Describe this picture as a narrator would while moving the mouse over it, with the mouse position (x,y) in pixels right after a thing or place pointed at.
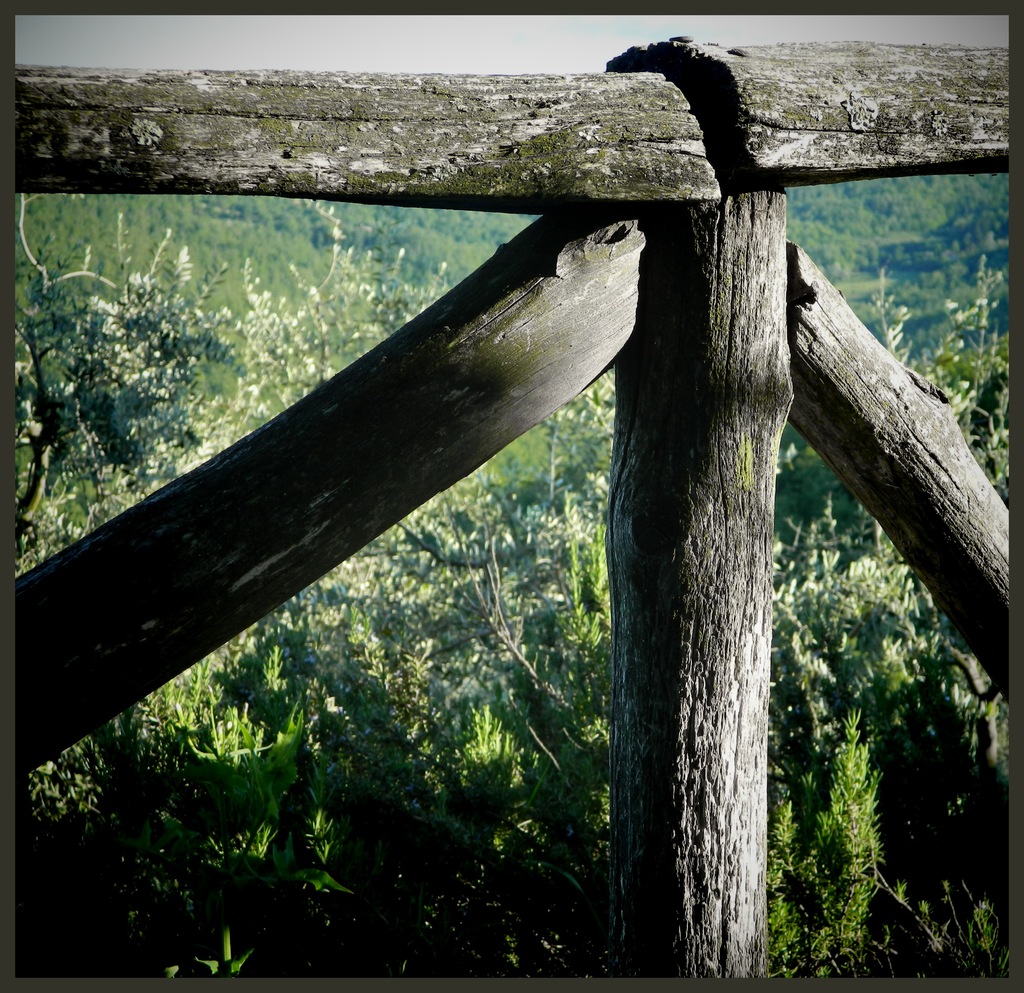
We can observe wooden railing (524,385) in this picture. In the background (447,692) there are plants (464,642), trees (303,265) and a sky (333,44).
